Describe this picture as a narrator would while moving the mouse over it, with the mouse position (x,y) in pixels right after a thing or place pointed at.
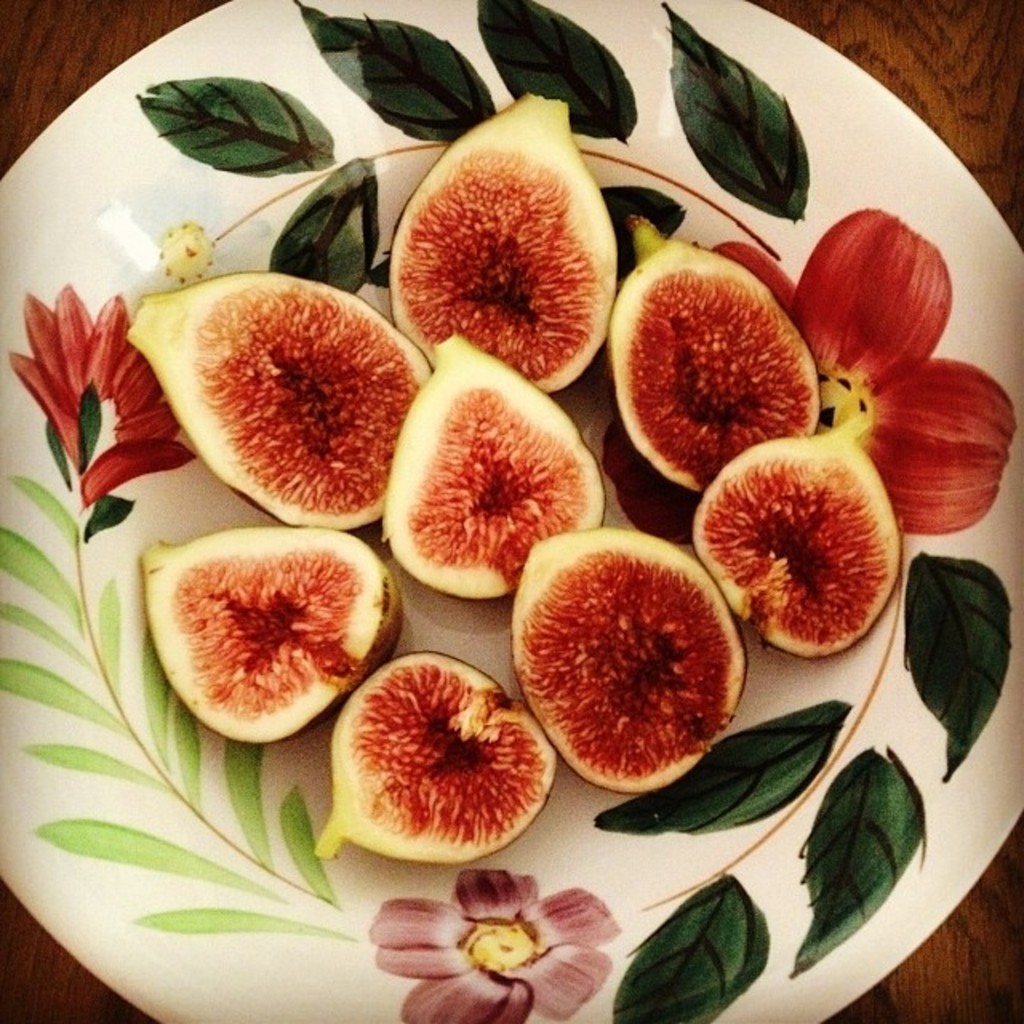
In this image we can see some pieces of figs (428,819) in a plate (556,801) placed on the table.
